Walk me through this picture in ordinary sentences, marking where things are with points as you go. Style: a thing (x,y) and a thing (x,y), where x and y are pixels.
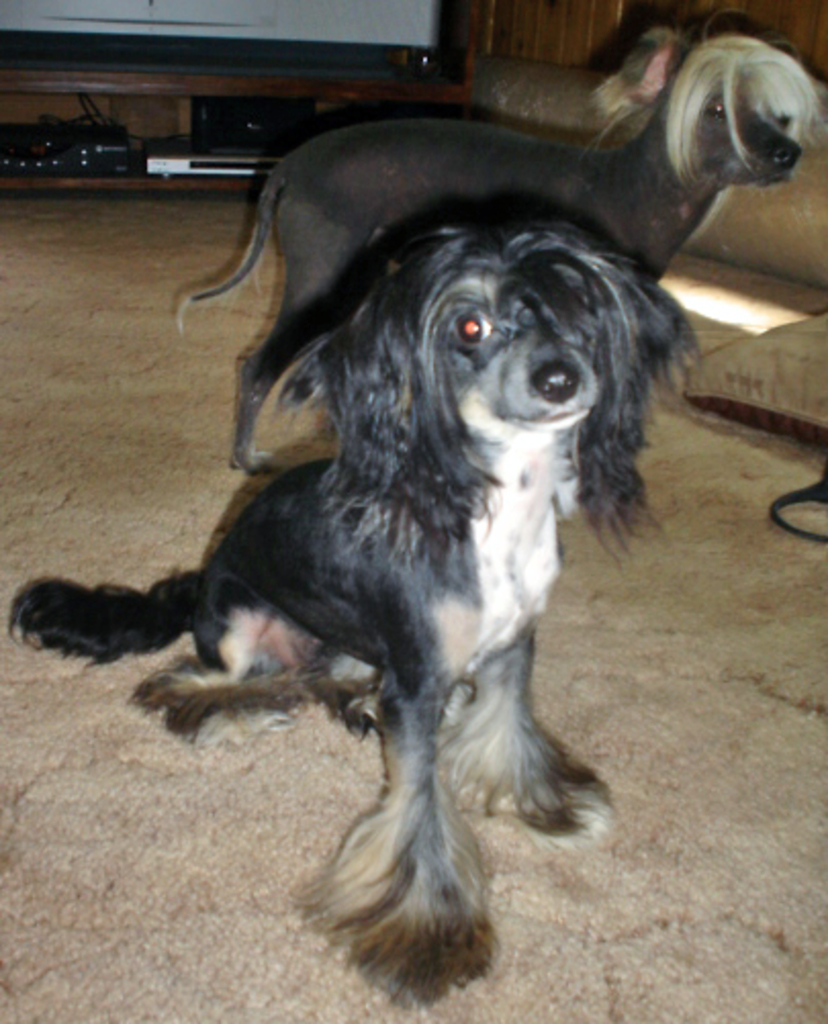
In the picture I can see two dogs (479,425) among them the dog (459,436) in front (482,441) is sitting on the ground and the dog (525,171) in the background (707,122) is standing. These dogs (442,285) are black in color. In the background (112,11) I can see some objects (436,12) on the floor (78,337).
